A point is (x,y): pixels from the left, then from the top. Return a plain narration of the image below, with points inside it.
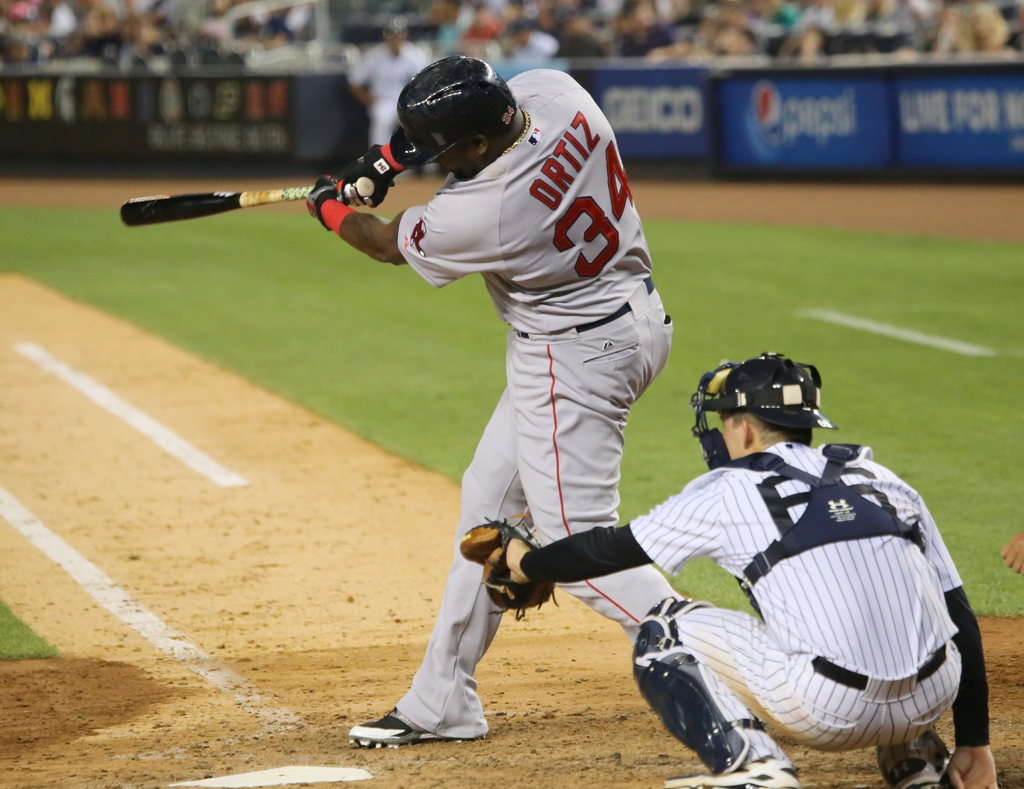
In the given image i can see a baseball players (600,339) holding an object's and in the background (989,250) i can see the grass (864,240) and sand (862,205).
